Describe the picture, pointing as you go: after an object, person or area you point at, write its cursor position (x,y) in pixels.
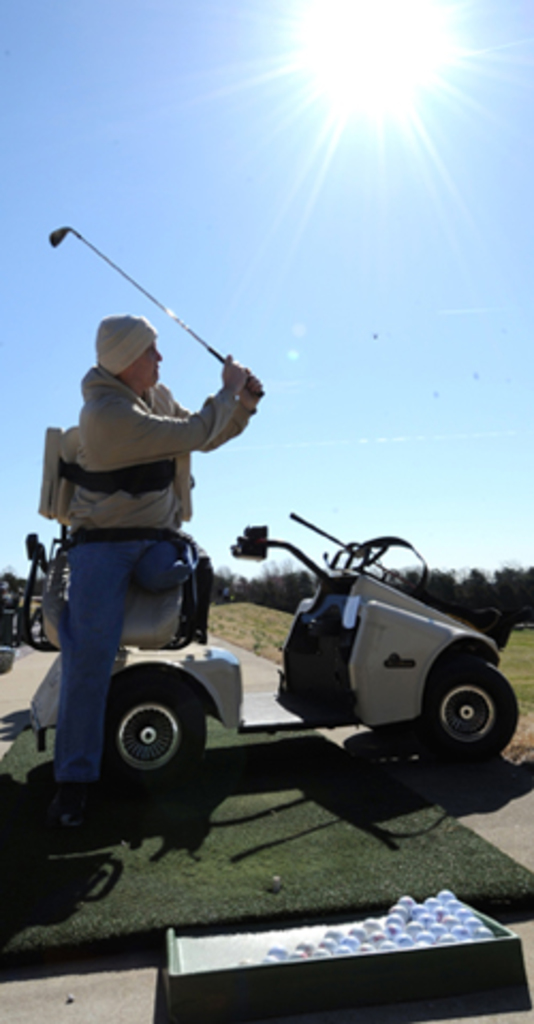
In this picture there is a person (141,508) sitting on a vehicle (187,471) and holding a golf club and there are few balls (354,941) in front of him and there are trees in the background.
